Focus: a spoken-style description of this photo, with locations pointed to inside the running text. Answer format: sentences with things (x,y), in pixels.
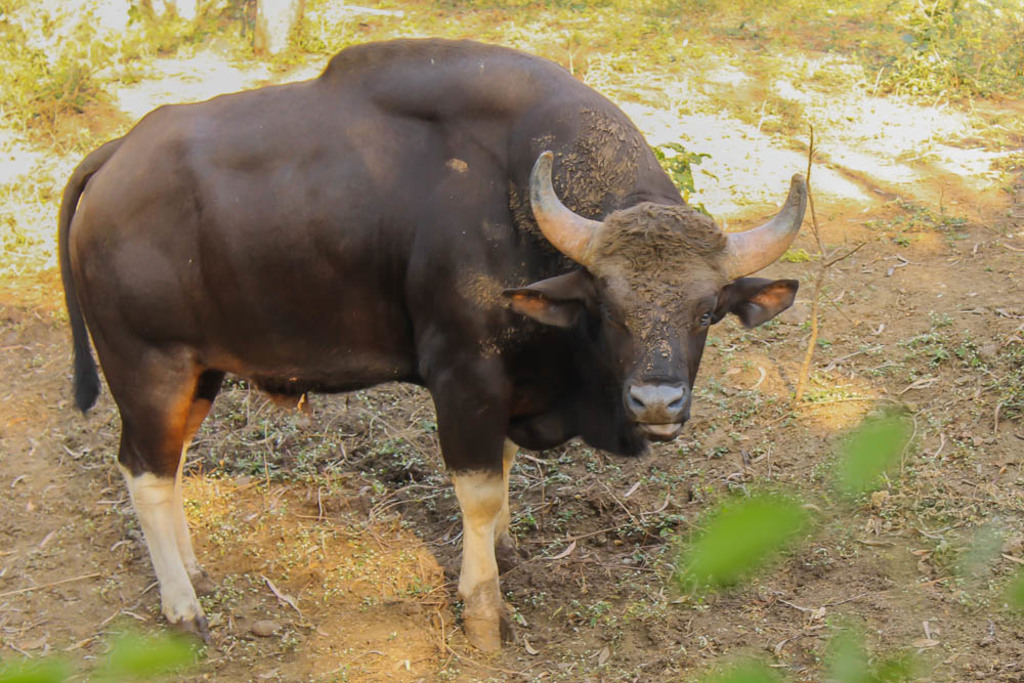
In the picture we can see a bison (76,345) standing on the muddy path (338,609) and behind it we can see the surface (948,165) with grass plants (832,52).
